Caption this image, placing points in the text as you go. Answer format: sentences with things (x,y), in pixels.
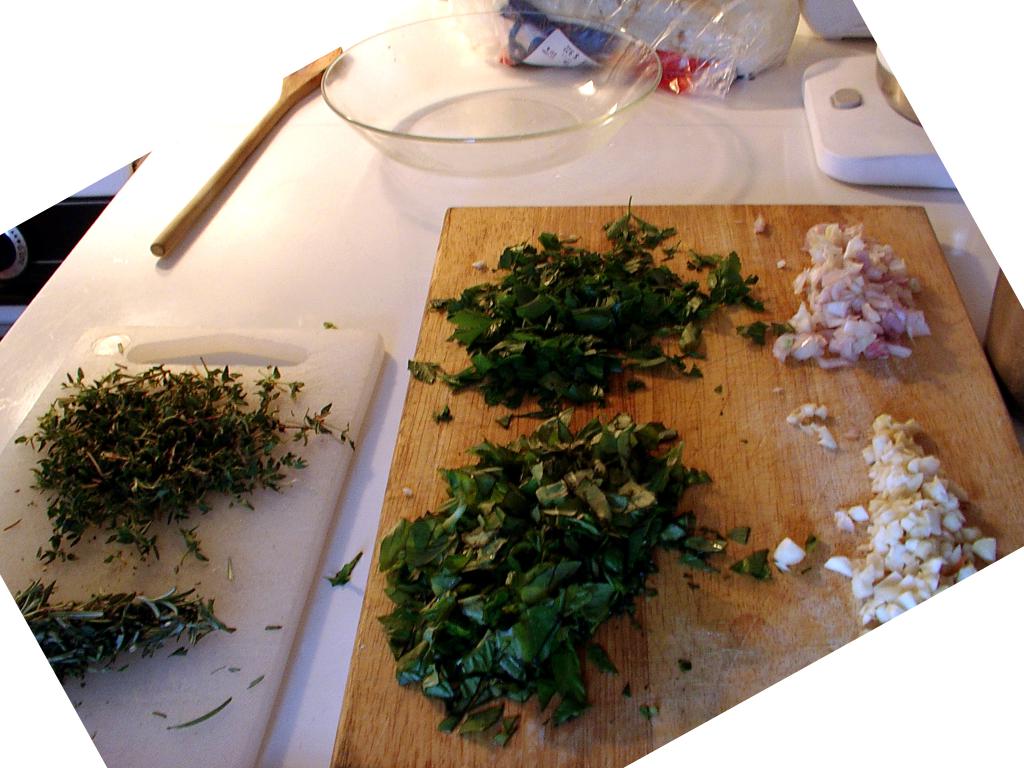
There are pieces (491,443) of leaves (583,296) are present on the chop boards (304,480) at the bottom of this image (459,536). There is a bowl (540,118) and a wooden stick (313,84) and some other objects (847,69) are kept on a white color surface (332,258).
